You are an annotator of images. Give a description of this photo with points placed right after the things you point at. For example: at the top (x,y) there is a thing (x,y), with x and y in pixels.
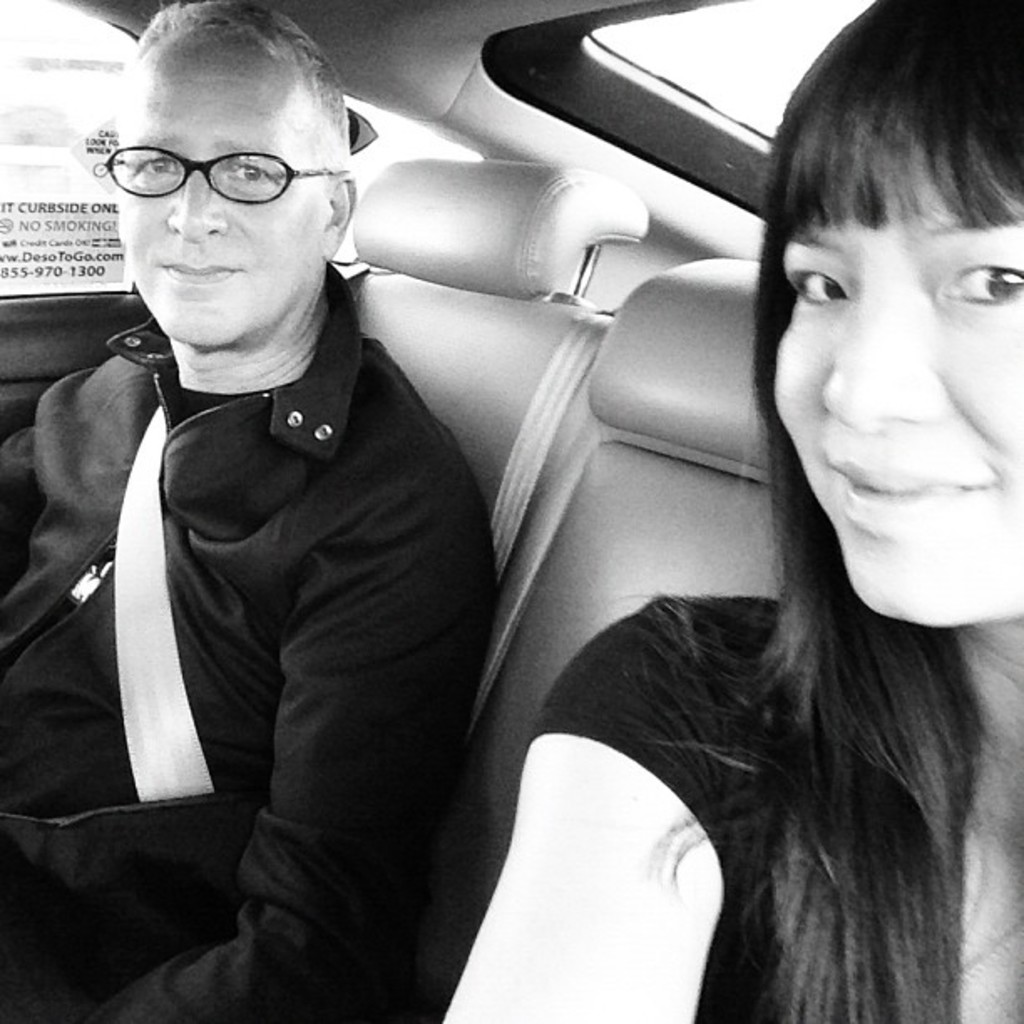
This image consists of two persons (817,660) sitting in a car (148,466). They are wearing black dress (261,645).
